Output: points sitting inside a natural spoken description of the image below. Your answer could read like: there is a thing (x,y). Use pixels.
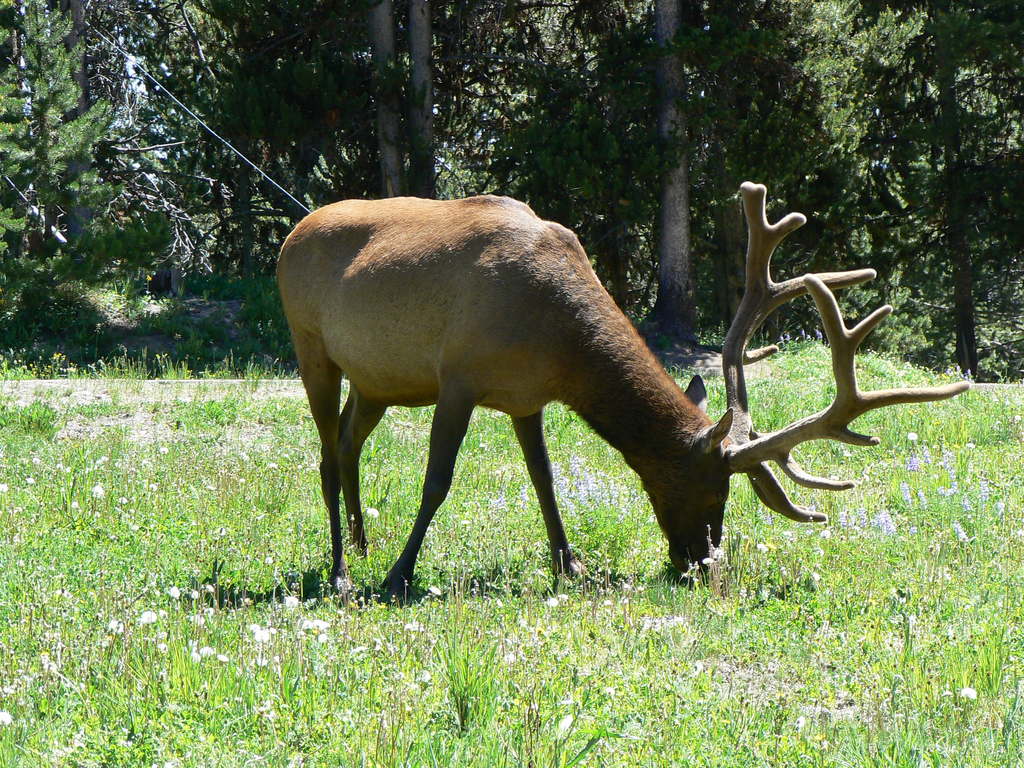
In the center of the image (604,388), we can see an animal (426,363) and in the background (643,153), there are trees (754,97). At the bottom (444,646), there is ground (418,646) covered with grass (432,555).
